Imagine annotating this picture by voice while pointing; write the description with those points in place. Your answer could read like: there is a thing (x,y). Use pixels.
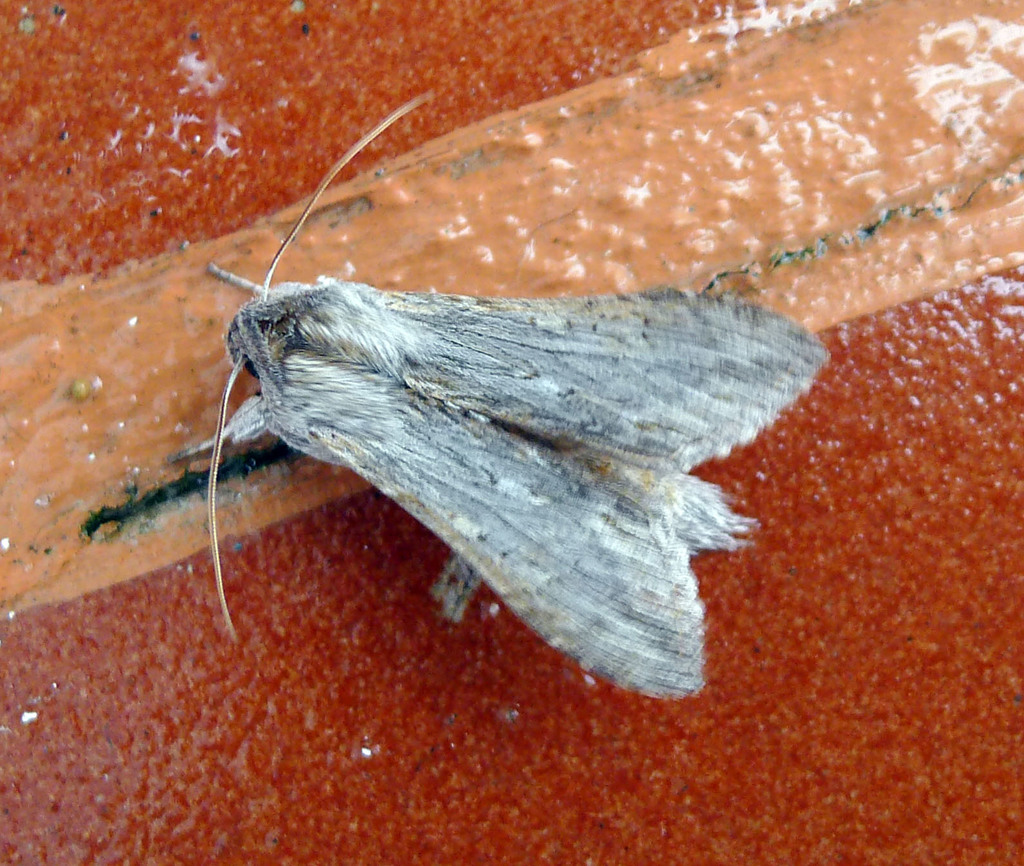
Here there is an insect (558,461), that is grey color.
